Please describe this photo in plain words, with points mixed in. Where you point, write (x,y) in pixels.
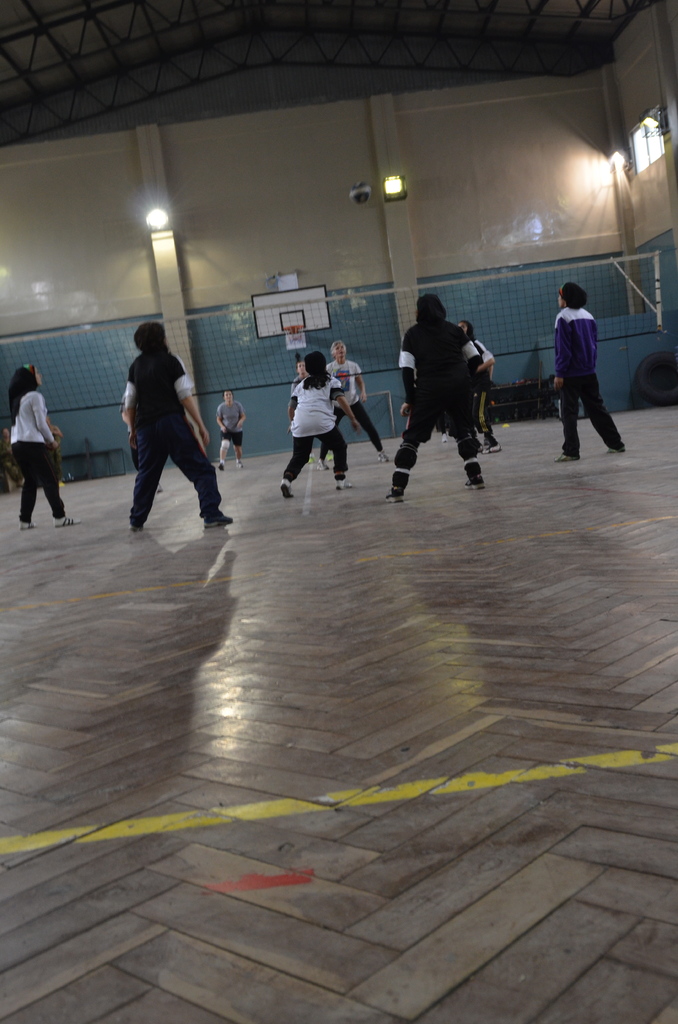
In the foreground of this image (348,495), there are persons (472,453) standing on the floor (419,664) and in between them, there is a net (343,339). In the background (424,136), there is a wall (366,176), a ball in the air (347,210), few lights (151,212) and the inside roof (235,26) of the hall (150,135).
